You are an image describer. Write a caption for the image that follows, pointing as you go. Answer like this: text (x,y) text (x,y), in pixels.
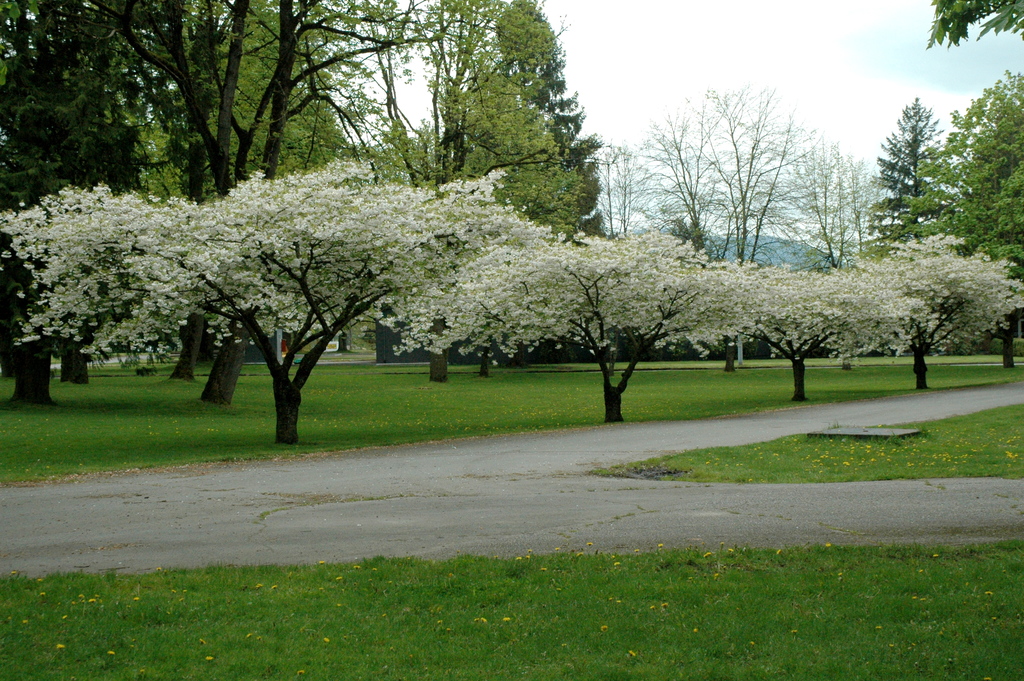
At the bottom of the image (636,612) there is grass (548,644) on the surface (453,648). In the center of the image (621,433) there is a road (546,511). In the background of the image (376,273) there are trees (470,201) and sky (710,45).
